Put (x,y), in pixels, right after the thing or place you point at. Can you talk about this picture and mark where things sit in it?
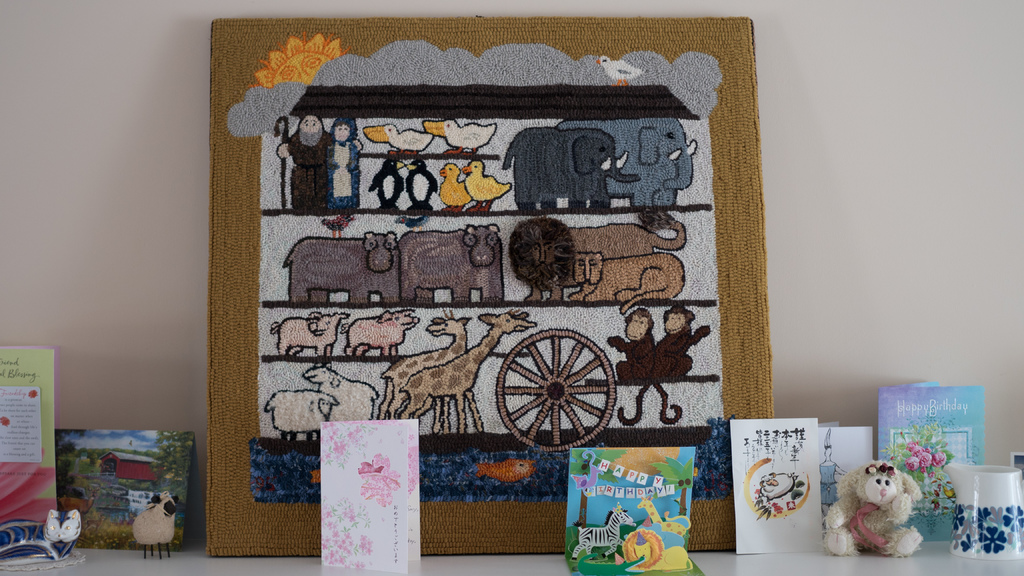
In this image there is a frame (504,310), cards (174,481), toys (76,533) and a cup (977,526) placed on the table (941,547). In the background (895,298) there is a wall (184,130).
